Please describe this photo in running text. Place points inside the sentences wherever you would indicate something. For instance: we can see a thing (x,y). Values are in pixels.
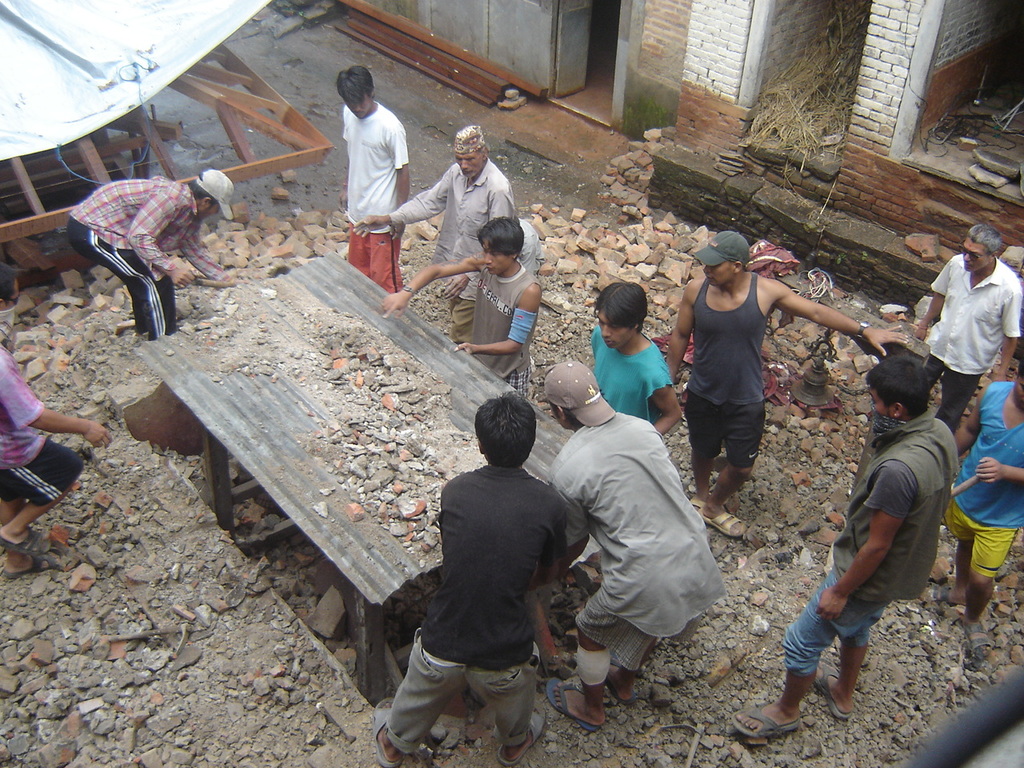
In this image, in the middle (490,436), we can see a group of people (610,680) are standing in front of the table (269,379). On the table (340,544), we can see some sand (327,347) with stones (333,364). On the right side (993,306), we can see two men (982,284) are standing. In the right corner (1000,695), we can see an object (1022,675). On the left side (42,537), we can see a person (6,437) walking. On the left side (102,185), we can also see another person (153,247). In the background (156,148), we can see some wood (312,154), tent (101,55). In the background (782,67), we can also see some grass (806,53) and some metal instrument (1017,108). At the bottom (127,732), we can see a road (581,199) and a sand (121,606) with some stones (306,565).
